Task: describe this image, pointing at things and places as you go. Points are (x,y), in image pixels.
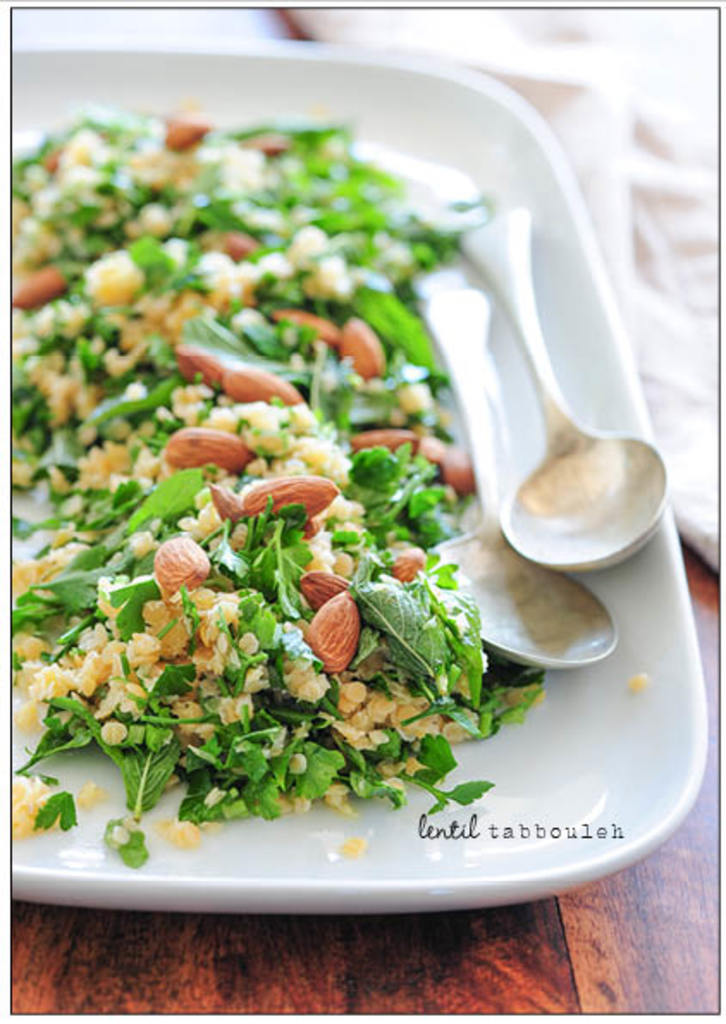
There is a food item (266,538) and two spoons (485,563) are kept in a white color plate (509,865) as we can see in the middle of this image (366,469), and this plate (550,822) is kept on a wooden surface (666,895).
